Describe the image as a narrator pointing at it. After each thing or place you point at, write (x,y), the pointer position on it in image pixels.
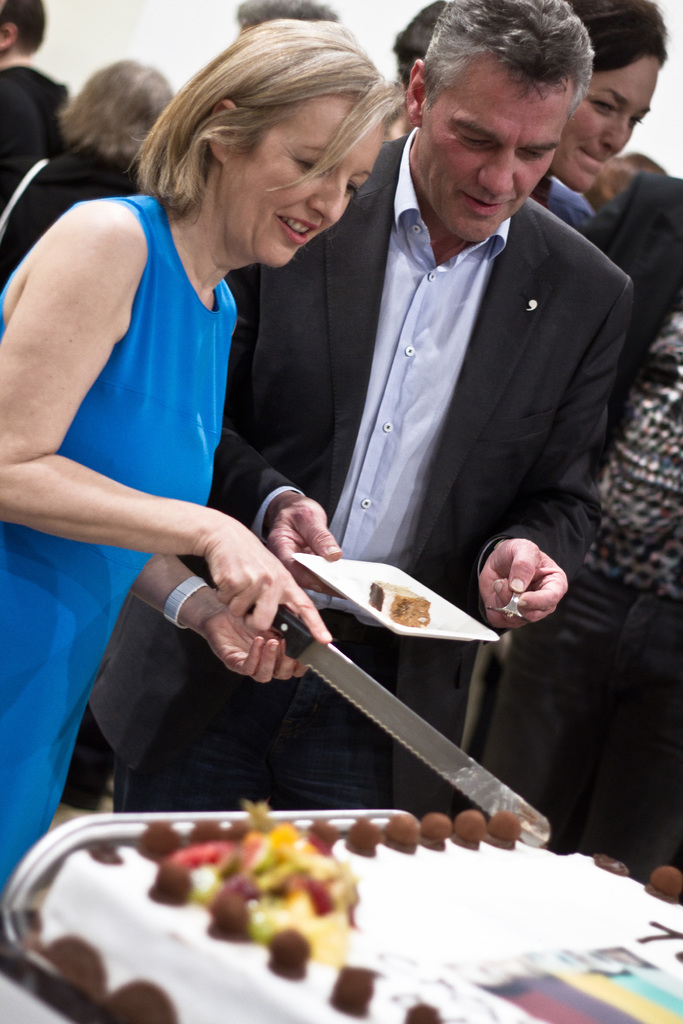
In this picture we can see a women (233,632) with a blue dress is cutting a cake (471,853) and beside to her there is one man (424,421) by holding a plate (440,611) in which we can see a cake (419,611) and this is a fork (516,608) in his hand (488,593). Behind to them there are few persons (32,28) standing.
